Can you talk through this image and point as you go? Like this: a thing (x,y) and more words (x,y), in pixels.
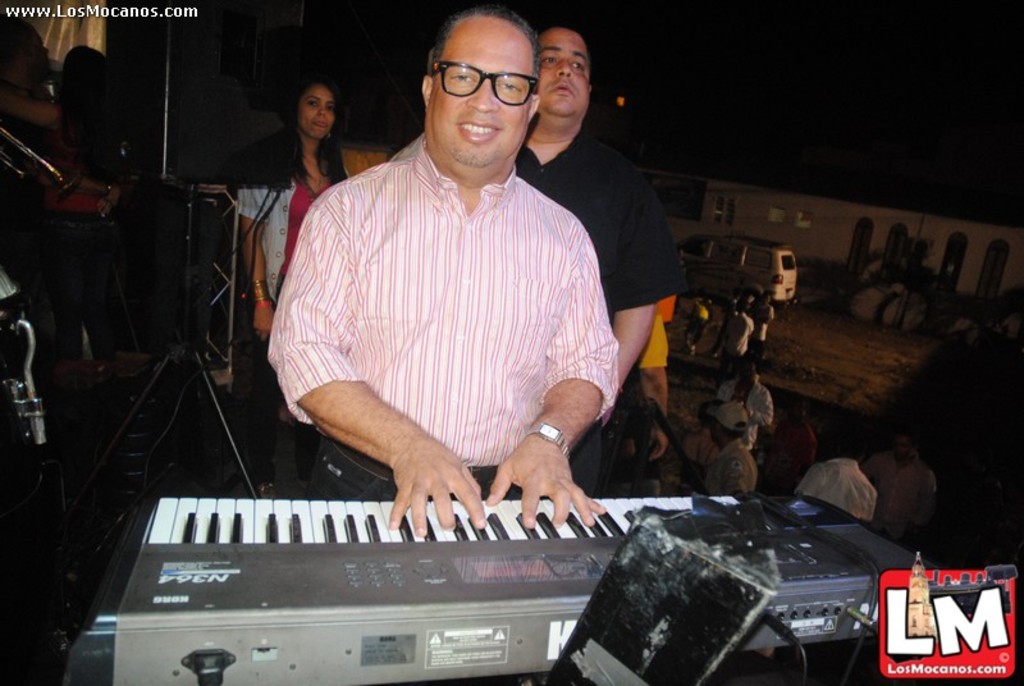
In this picture there is a man (540,246) Standing and playing piano (635,510), smiling and behind him there's a person (546,68) and women (299,140) right there is a vehicle (786,297) and some persons (794,414) are standing.
